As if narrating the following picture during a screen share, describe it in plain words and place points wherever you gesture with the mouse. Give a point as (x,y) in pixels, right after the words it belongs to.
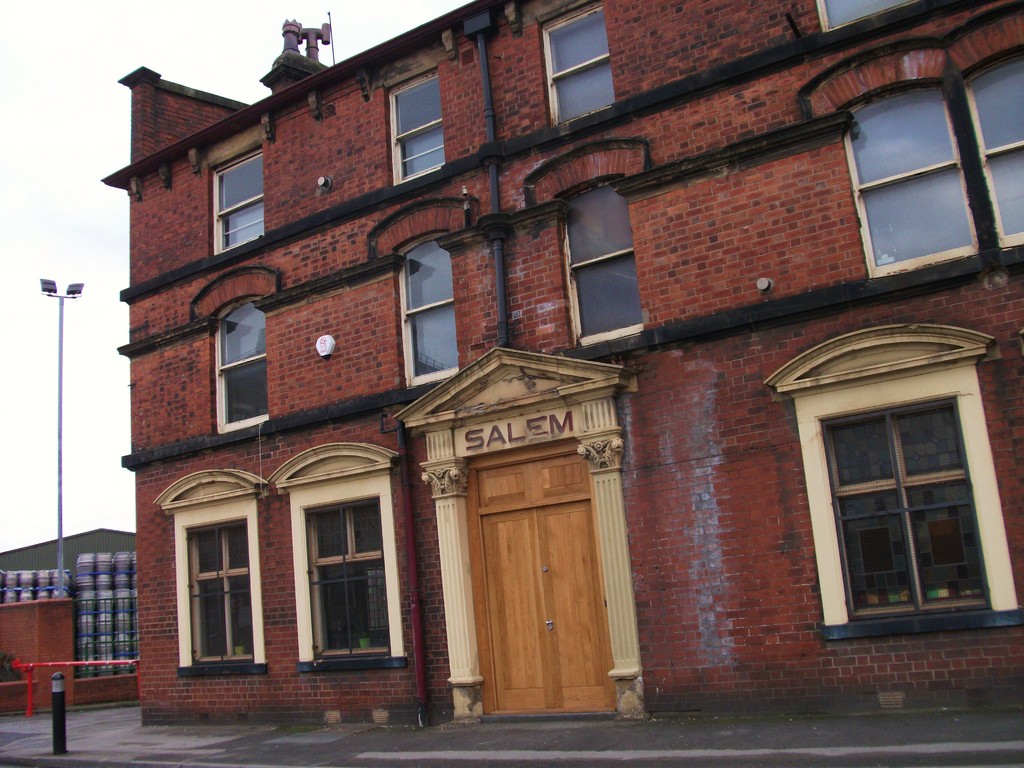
As we can see in the image there are buildings (427,568), fence (117,668), light (58,298), windows (426,322), door (553,564) and sky (43,133).
